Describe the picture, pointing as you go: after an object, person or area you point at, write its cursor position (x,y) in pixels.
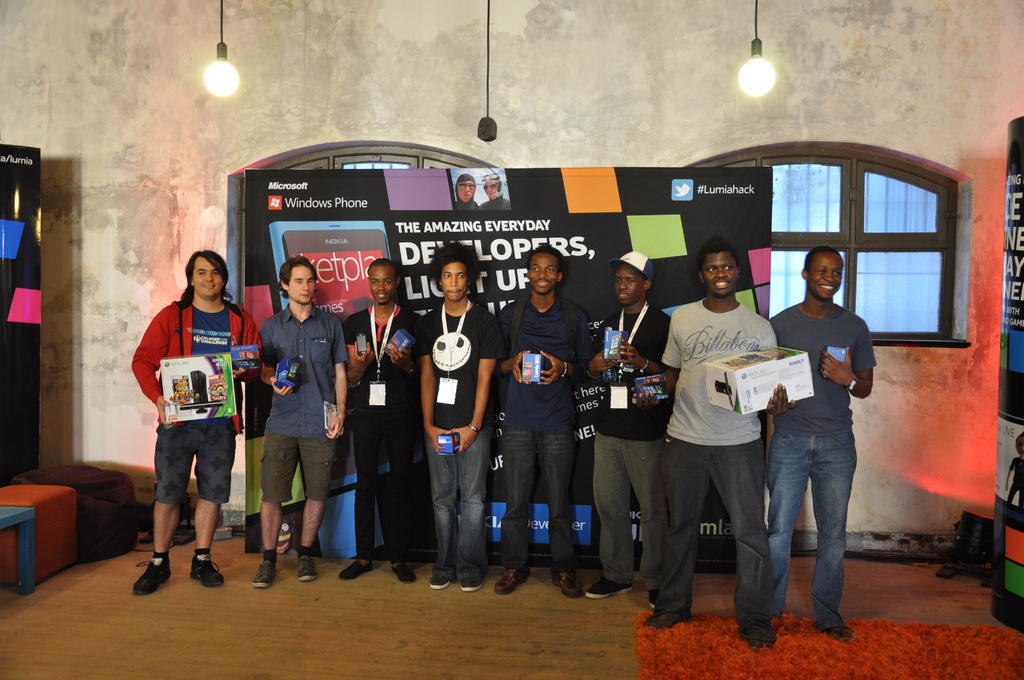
In this picture we can see a group of people (268,582) and a floor mat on the floor (462,629) and few people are wearing id cards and few people (478,579) are holding boxes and in the background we can see the wall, board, lights (964,522), window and some objects (1006,505).
